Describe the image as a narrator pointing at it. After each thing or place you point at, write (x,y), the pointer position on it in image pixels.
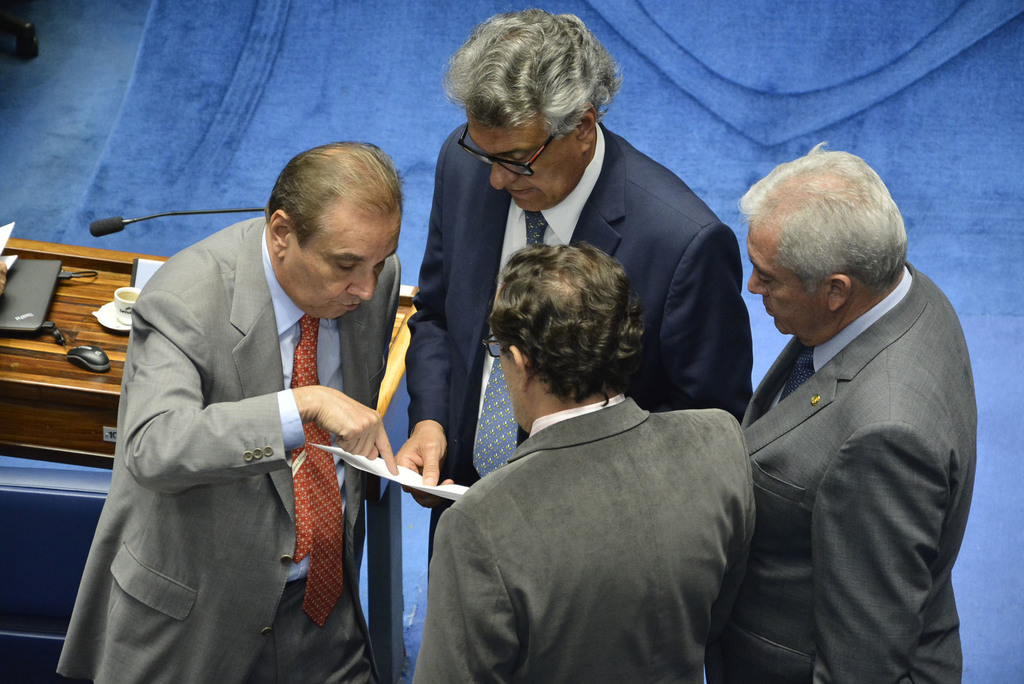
This image consists of 4 persons (553,410). All of them are wearing blazers (442,579). There is a podium (103,428) on the left side (10,305) and on that there is a laptop (33,292), mouse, mic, cup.
